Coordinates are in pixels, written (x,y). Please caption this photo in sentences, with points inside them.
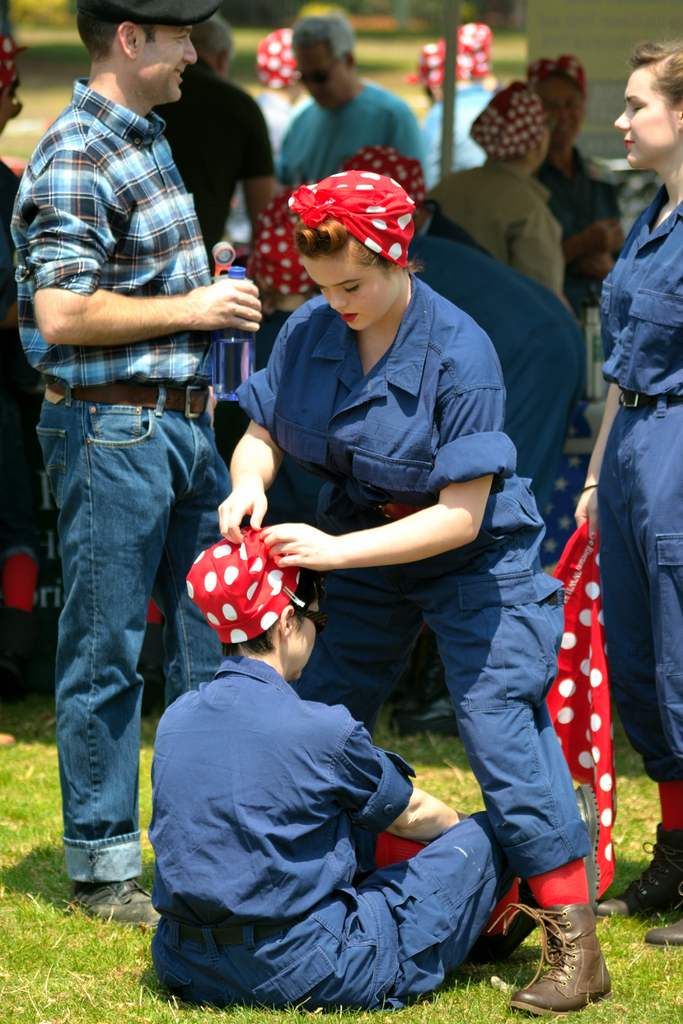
In the picture I can see people (164,360) among them some are standing and one of the person (329,819) is sitting on the ground (118,955). I can also see the man (145,189) on the left side (191,266) holding an object (223,336) in the hand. The background of the image (524,83) is blurred and I can also see the grass (115,932).
